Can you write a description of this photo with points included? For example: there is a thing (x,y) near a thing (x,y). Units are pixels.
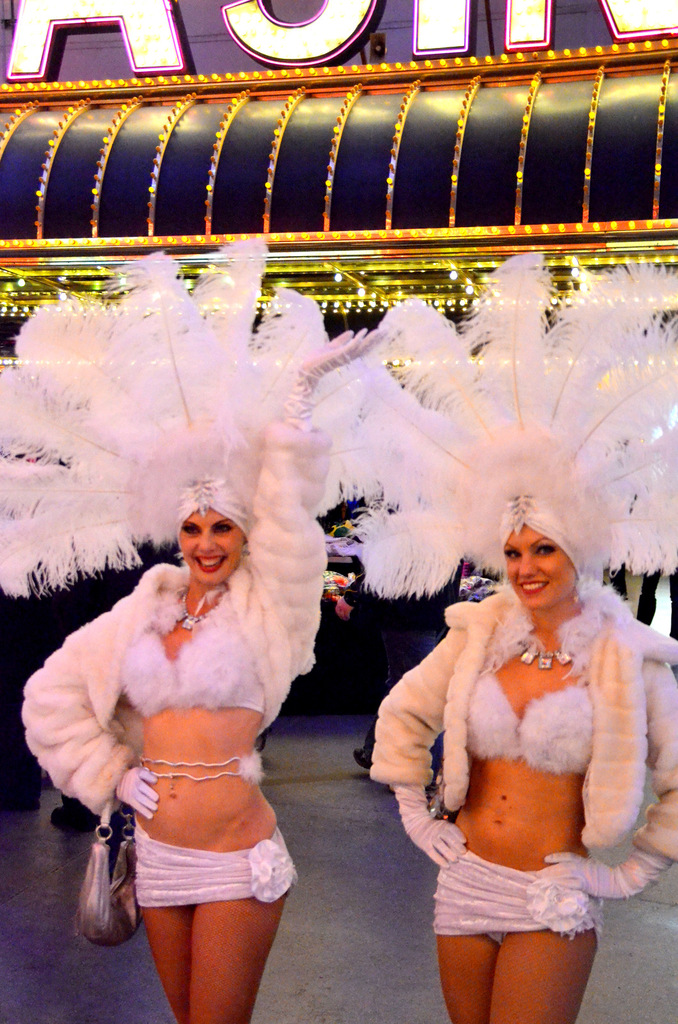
In the foreground of the image (590,867) we can see two women (598,843) wearing costumes (603,760) are standing. In the background (586,36), we can see a group of people (356,612) standing on the floor (361,868), building (673,178) with some lights (659,169) and sign board (618,4) with some text (612,14).
